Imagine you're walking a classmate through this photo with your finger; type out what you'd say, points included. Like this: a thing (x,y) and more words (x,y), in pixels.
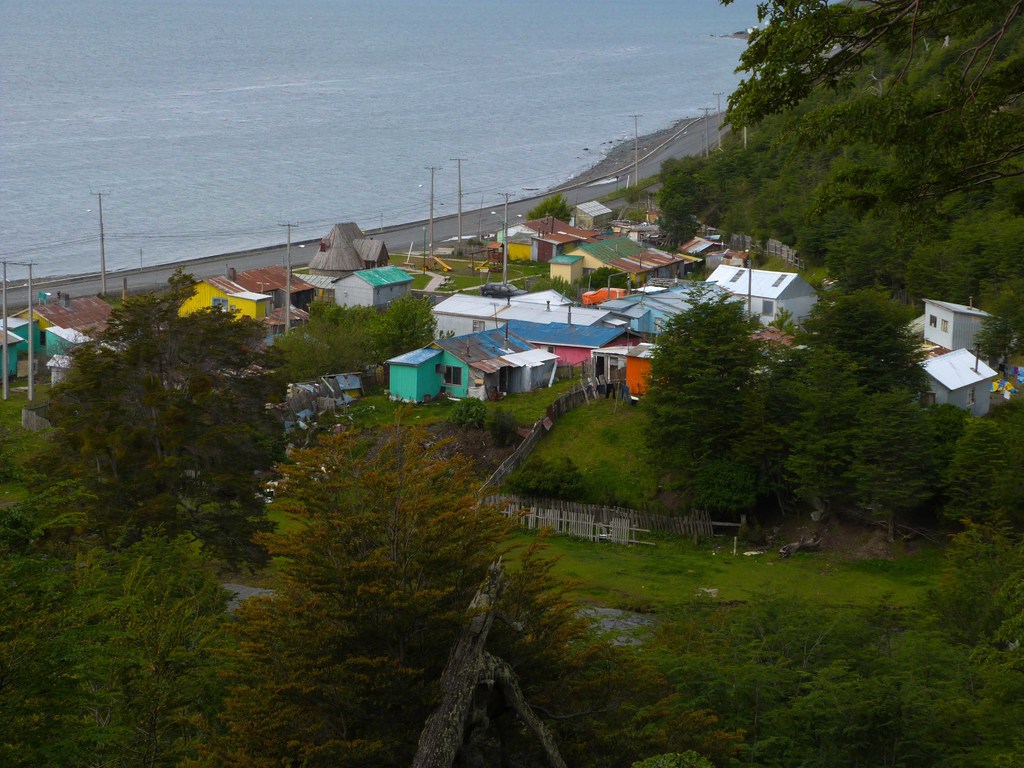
In this image I can see houses (503,348), a road (402,232), poles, fence (605,538), trees (466,559) and the grass (609,569). Here I can see the water (260,136).
